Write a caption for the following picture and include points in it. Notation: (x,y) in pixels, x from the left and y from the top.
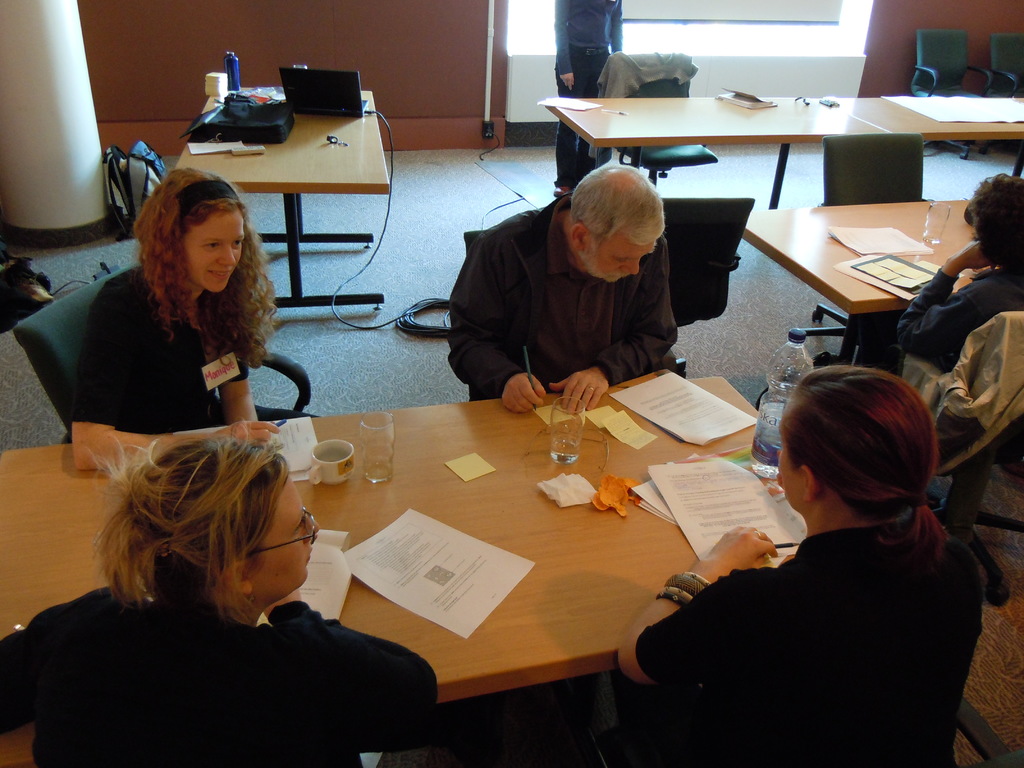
It is a room (48,196) there are total four tables (564,530) there are some papers (708,420), glasses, bottles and also a laptop (351,116) on the tables (373,155), there are also some people (785,644) sitting in front of the table (553,507) in the last table (619,129) the person (573,78) is standing in front of it, in the background (462,39) there is an orange color wall (451,3).
